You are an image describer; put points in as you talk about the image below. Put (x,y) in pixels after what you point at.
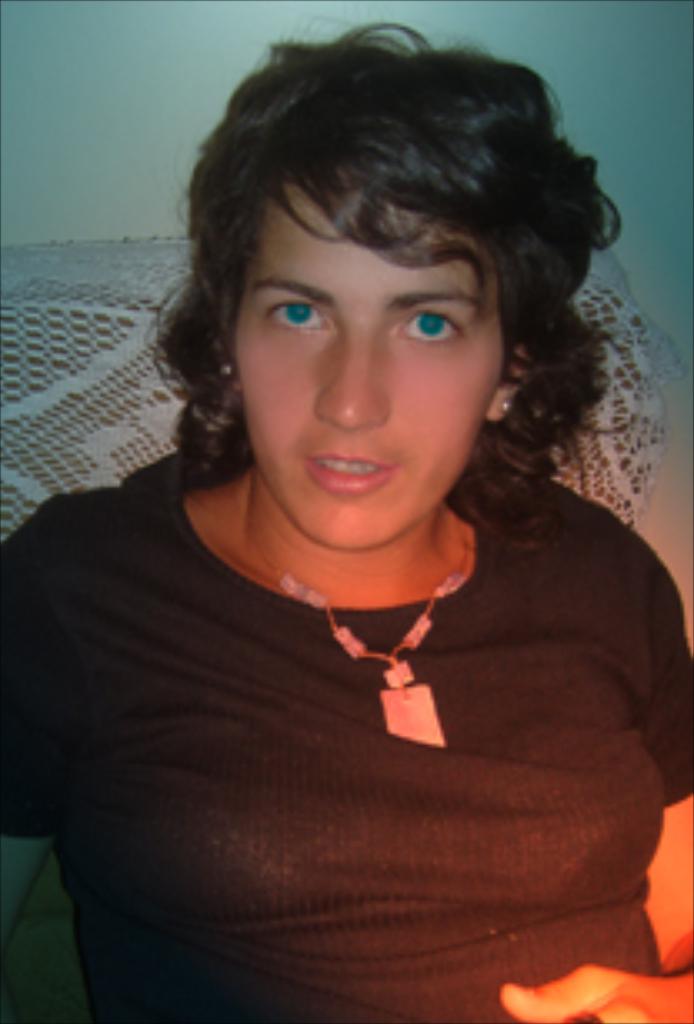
In the image there is a woman (308,537), she is wearing black shirt (20,687) and behind the woman (548,448) there is a wall (110,13).
